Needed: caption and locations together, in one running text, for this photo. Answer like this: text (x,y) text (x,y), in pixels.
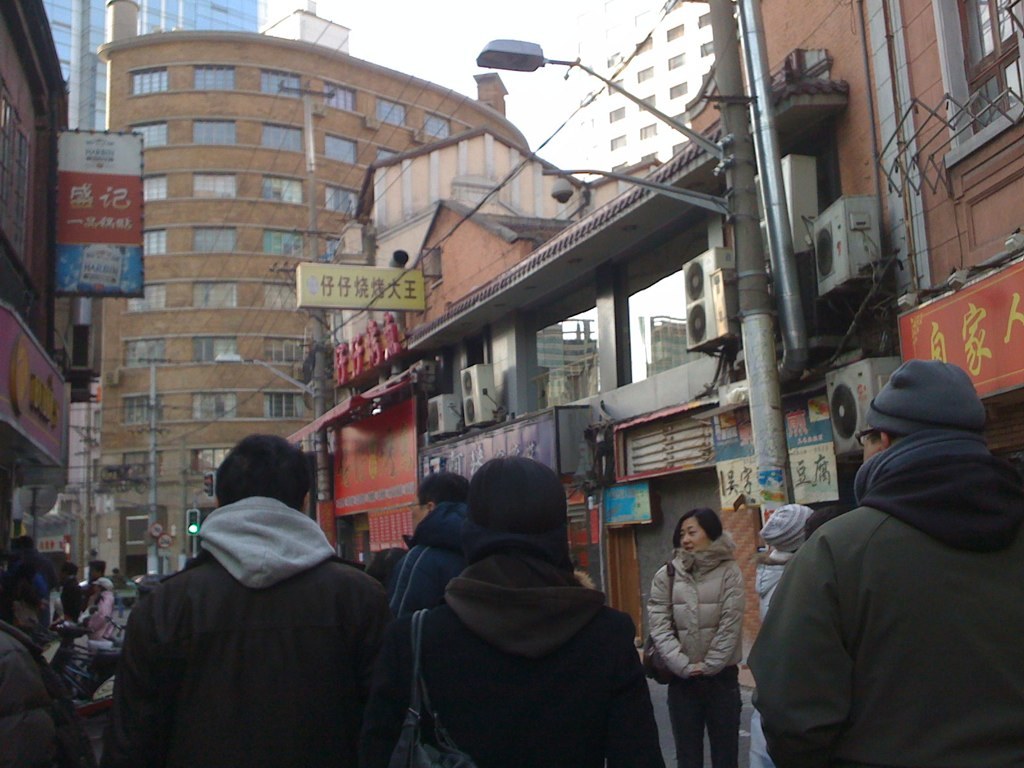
In this image, we can some people (705,638) wearing clothes (145,640). There are street poles (153,465) in front of buildings (255,266). There is a board (125,224) on the building (47,257). There is a sky (427,34) at the top of the image (445,23).
